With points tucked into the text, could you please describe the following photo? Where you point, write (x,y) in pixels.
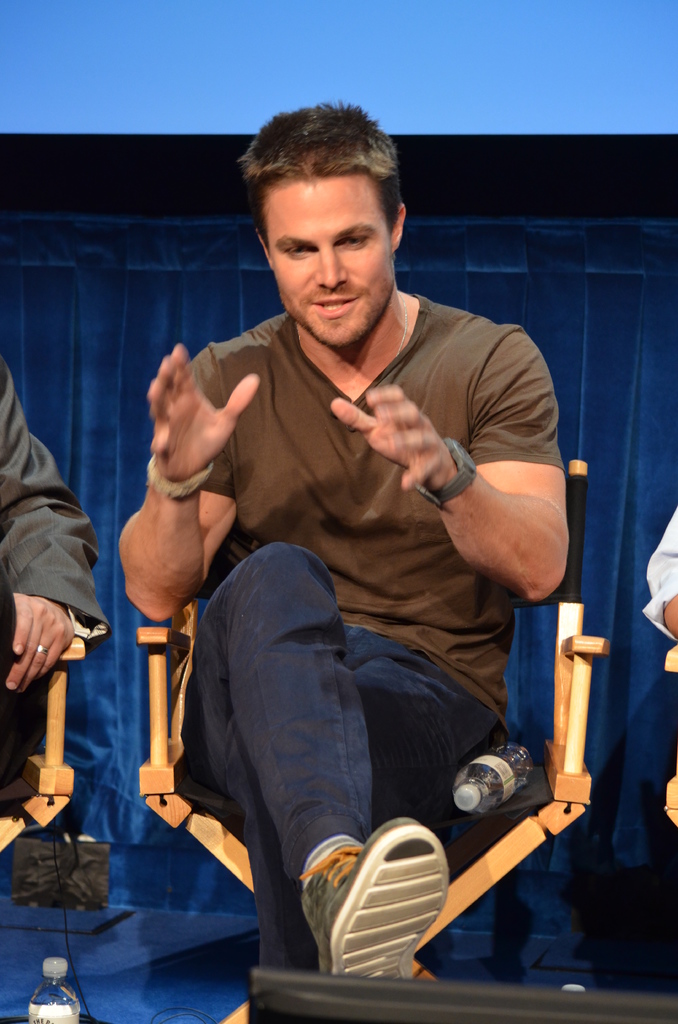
In the picture we can see a man (376,664) sitting on the chair (581,471) and doing some action with his hands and he is in T-shirt (461,673) and beside him we can see other people (82,611) sitting in the chairs (61,766) and behind them we can see a curtain (89,233) which is blue in color.
